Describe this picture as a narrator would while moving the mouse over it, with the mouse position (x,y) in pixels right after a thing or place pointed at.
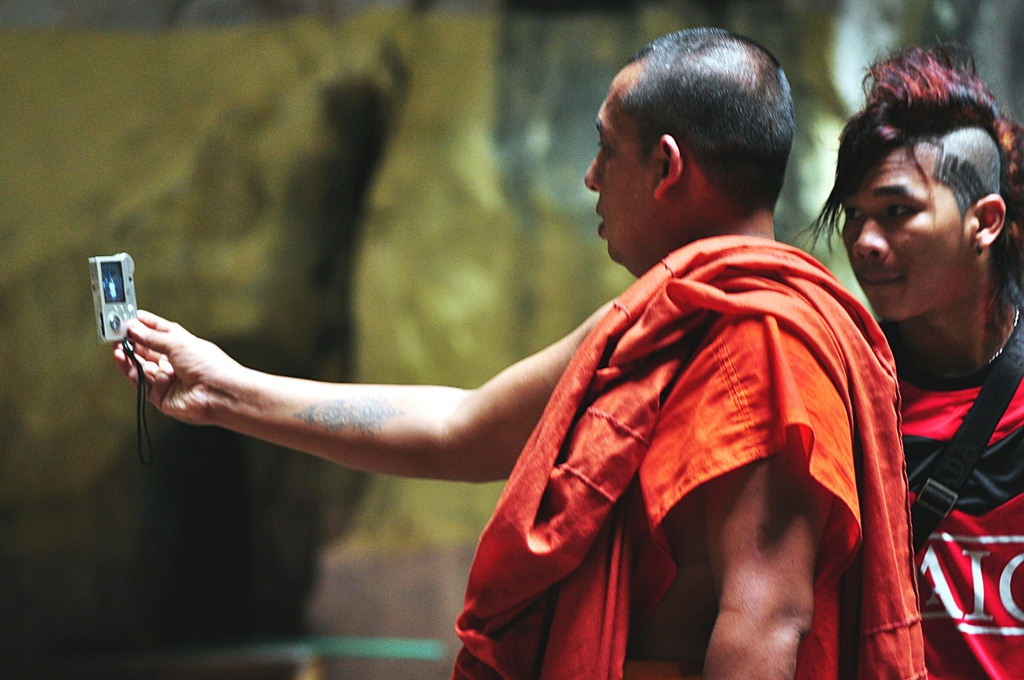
In this image there are two persons (761,261). there is a person (658,394) who is standing and holding camera (116,326) with his right hand (409,404) and there is a tattoo (351,414) on his right hand (488,434). There is another person (918,204) who is looking into the camera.
